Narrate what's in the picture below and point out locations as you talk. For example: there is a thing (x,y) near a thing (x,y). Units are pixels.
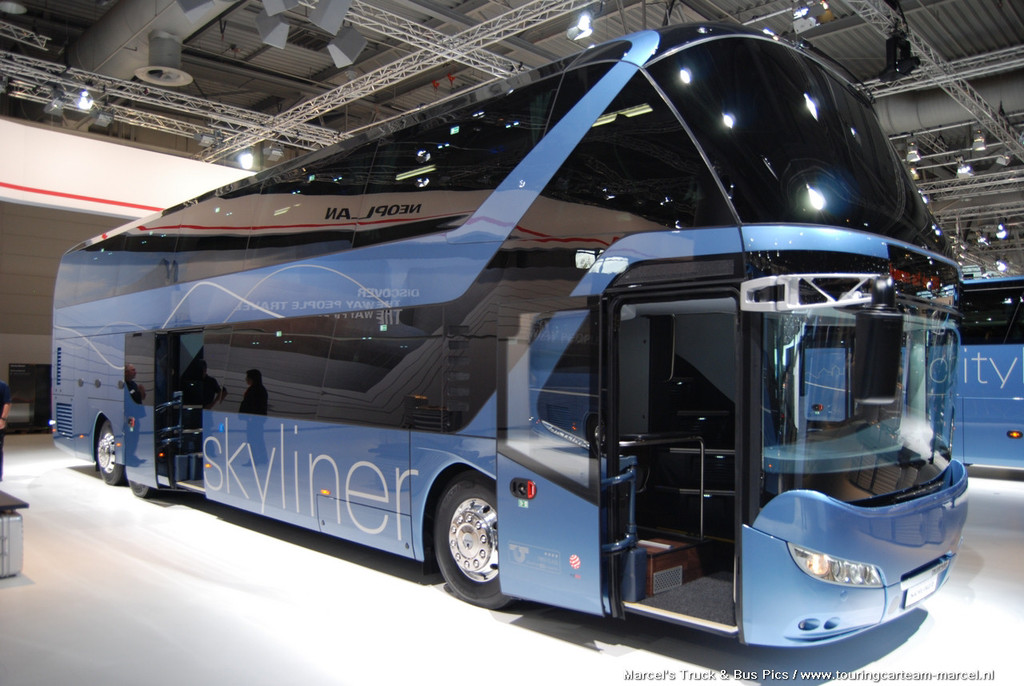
In this image I can see a blue and black colour bus (428,381). On this bus (385,270) I can see something is written. I can also see reflection (247,416) of few people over here. In the background (952,77) I can see number of metal rods (882,21), number of lights (104,112) and one more blue colour bus (990,366) over there.
